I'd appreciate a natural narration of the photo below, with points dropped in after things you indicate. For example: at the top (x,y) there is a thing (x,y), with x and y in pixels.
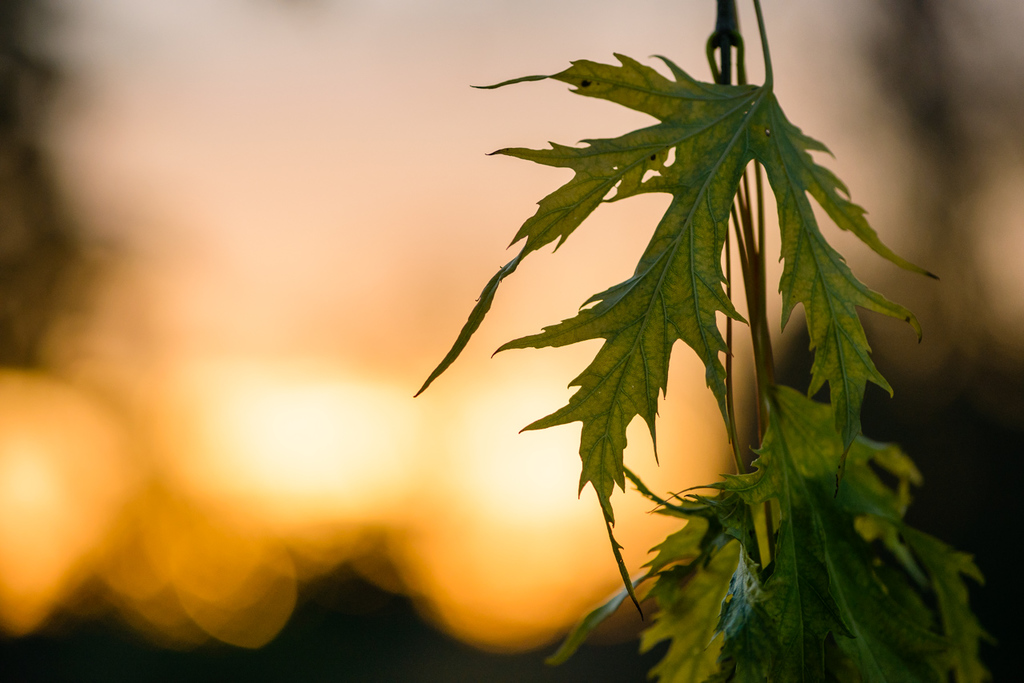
In the picture I can see a plant (657,396). The background of the image (323,239) is blurred.
